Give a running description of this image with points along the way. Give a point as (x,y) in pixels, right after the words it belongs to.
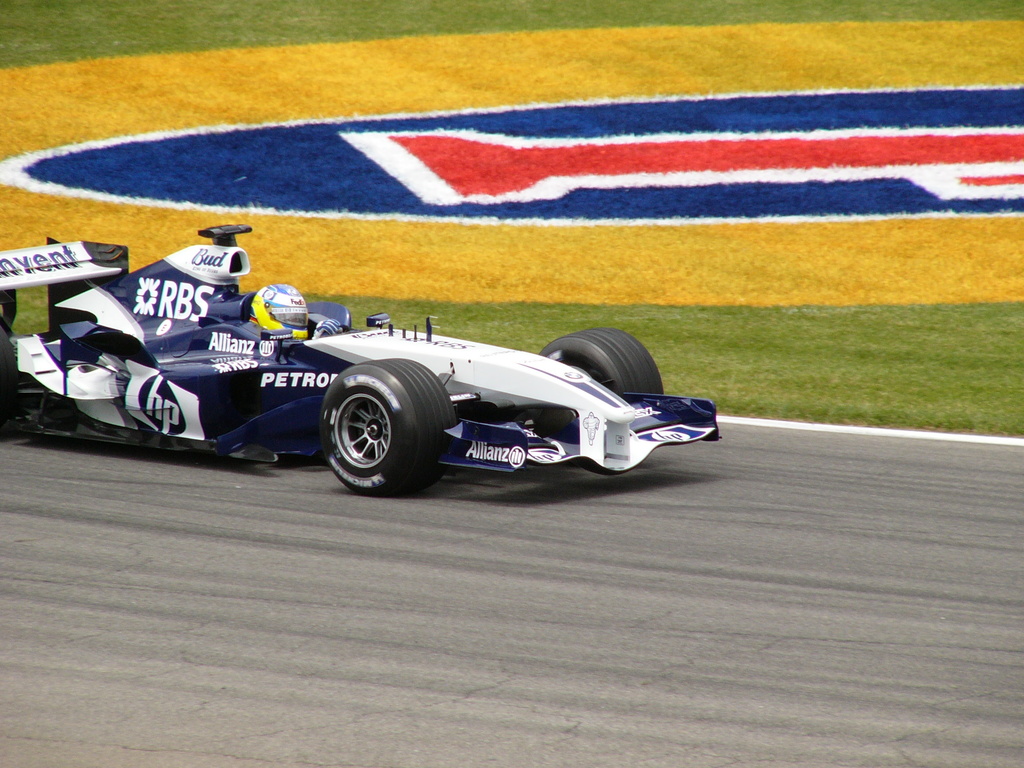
In this image we can see a vehicle (643,455) on the road (461,601). In the background (861,268) we can see grass (995,375) and a design (541,121) on the ground (655,156).
